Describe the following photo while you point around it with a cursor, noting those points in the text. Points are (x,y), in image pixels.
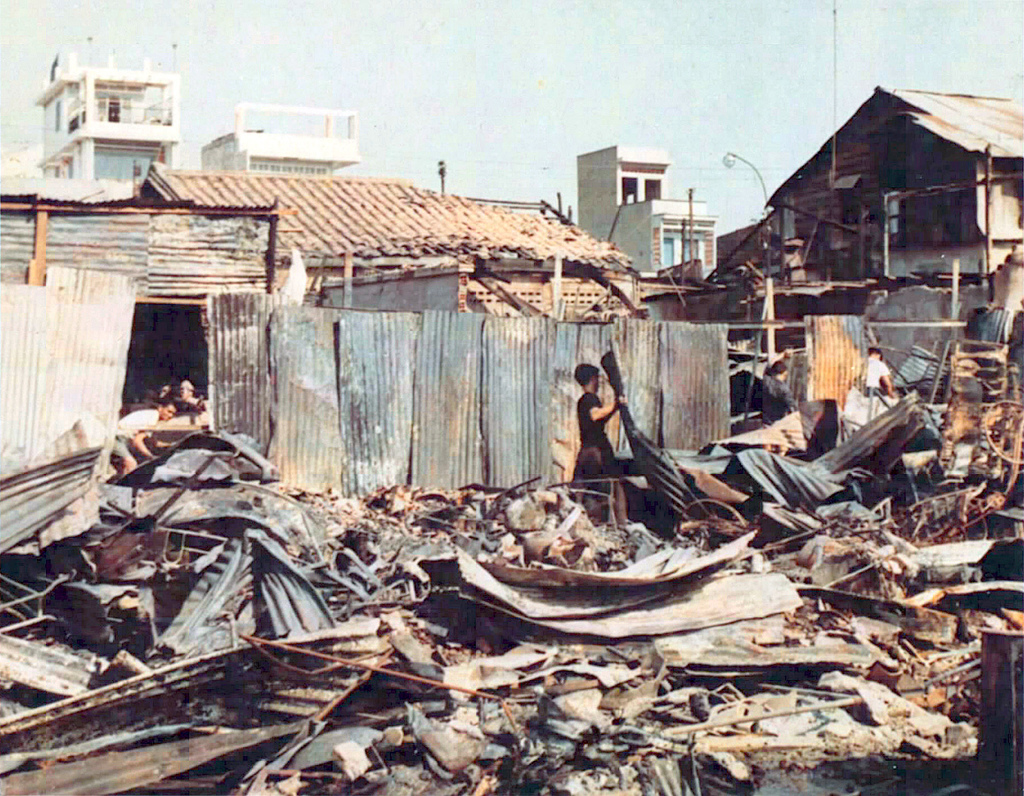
In this picture, in the middle (592,396) there is a boy (586,377) who holding some iron piece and on the right (757,389) there are some collapsed house (890,240).
